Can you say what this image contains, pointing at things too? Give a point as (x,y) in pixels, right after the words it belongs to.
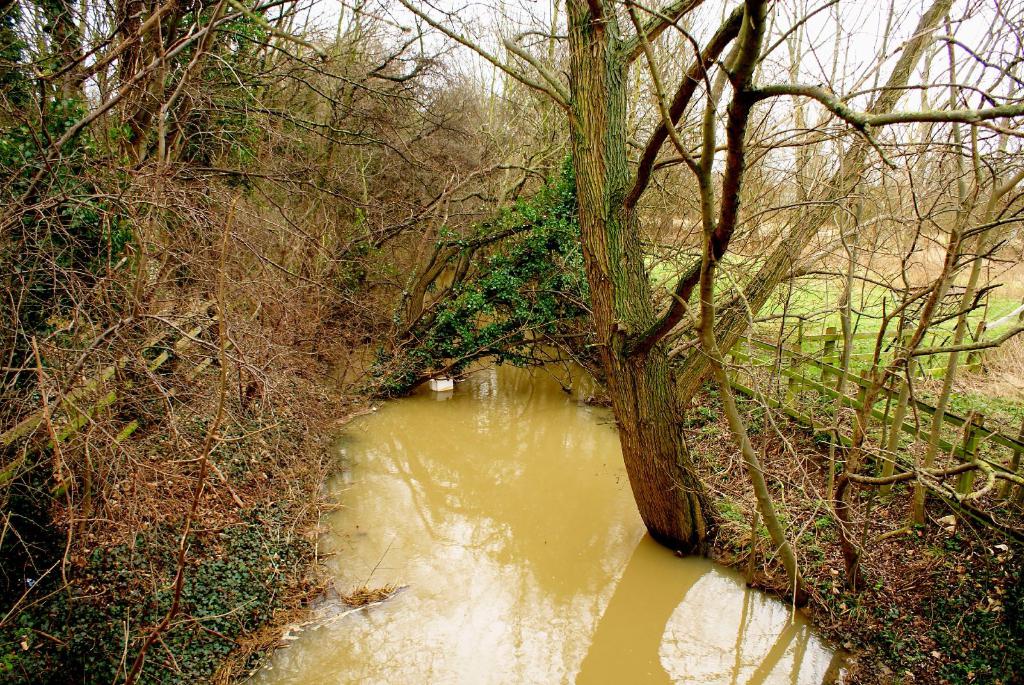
It looks like it is clicked in a forest (521,321). On the left (196,81) and right, there are many trees (637,441). On the right (1001,486), there is small fence (977,454) made up wood (837,373). At the top (393,40), there is sky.
